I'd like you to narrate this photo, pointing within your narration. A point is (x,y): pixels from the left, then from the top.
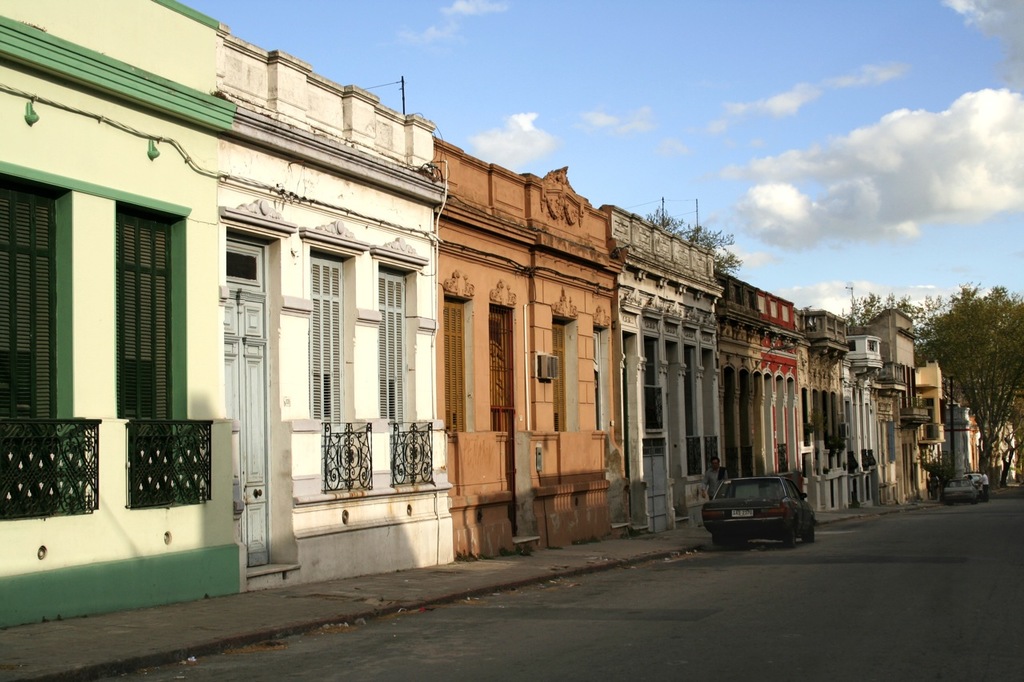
This picture is clicked outside. On the right (967,486) we can see the cars (767,525) and the group of persons (986,495) and we can see the buildings (889,464) and some other objects (91,482). In the background (413,100) we can see the sky (557,72) with the clouds (964,118) and we can see the trees (985,331) and some other objects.
